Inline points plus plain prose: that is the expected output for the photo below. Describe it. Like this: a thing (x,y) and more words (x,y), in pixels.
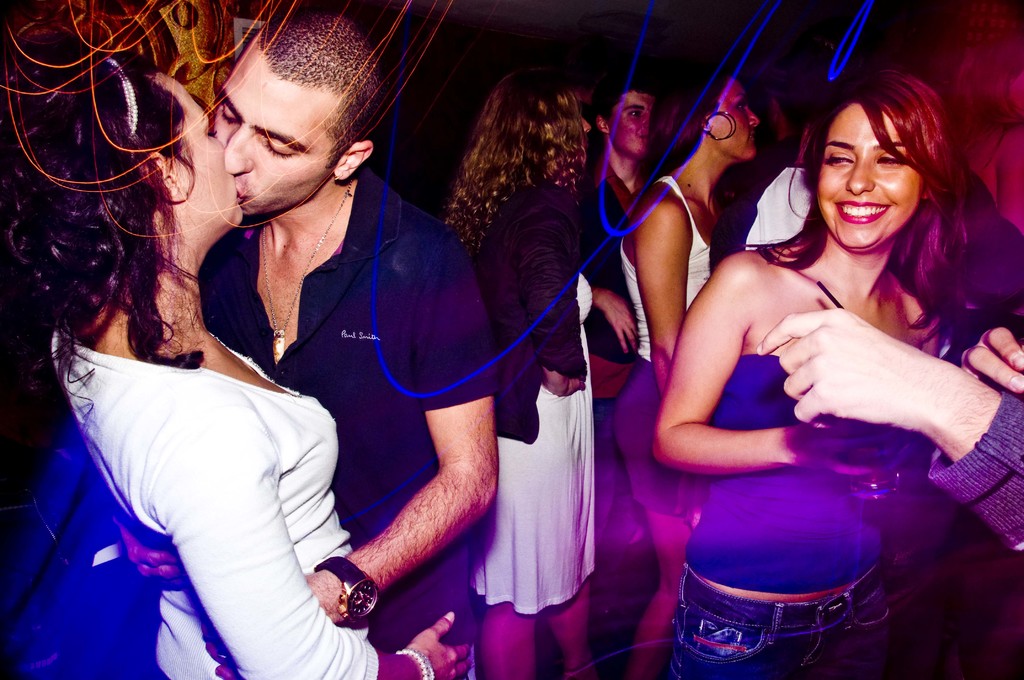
In this picture we can observe some people (543,262) standing. We can observe women (561,268) and a man (297,97). In the background (504,190) it is dark. We can observe blue color lines (603,181) in this picture.
